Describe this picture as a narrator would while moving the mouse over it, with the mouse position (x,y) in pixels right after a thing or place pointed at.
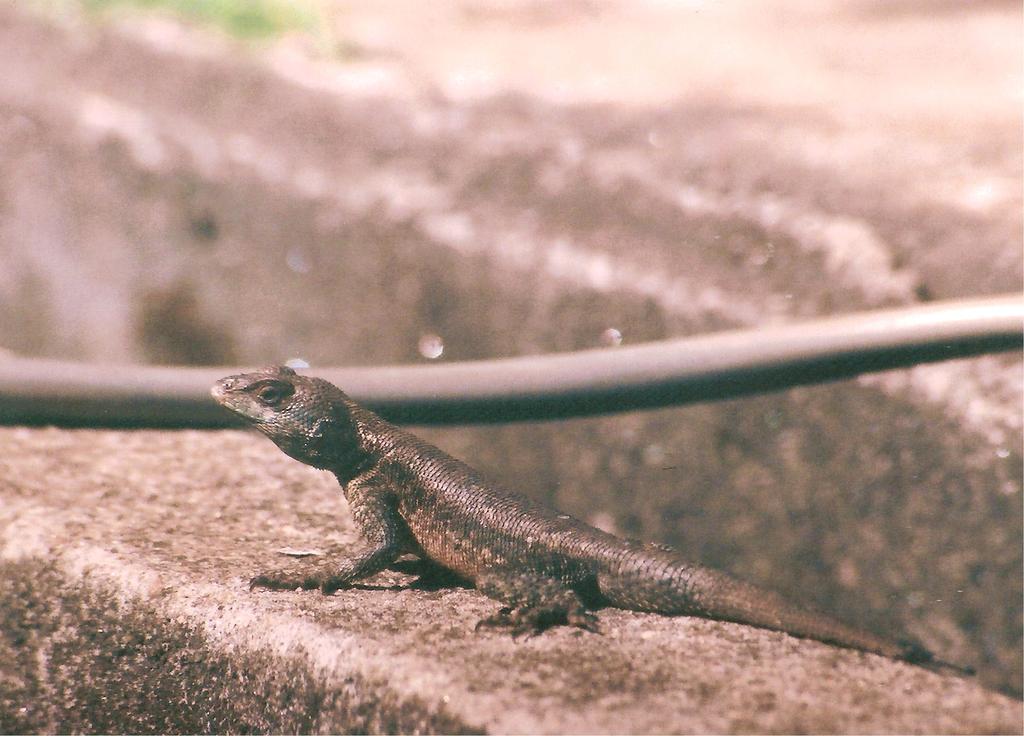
In the picture there is a lizard (443,517) laying on a surface (668,699).
